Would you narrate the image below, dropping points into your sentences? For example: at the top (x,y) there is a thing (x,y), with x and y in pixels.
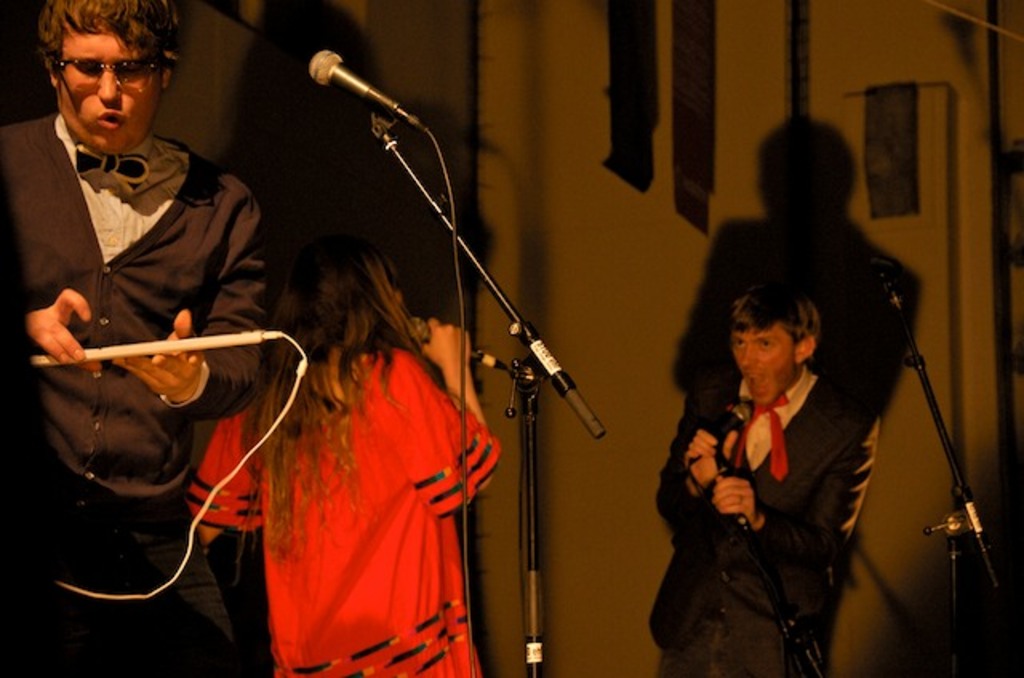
This picture shows few people (365,389) standing and we see a man (675,449) and a woman (491,454) singing with the help of microphones (723,443) and we see another man (70,207) holding a instrument (116,348) in his hand (29,326).
